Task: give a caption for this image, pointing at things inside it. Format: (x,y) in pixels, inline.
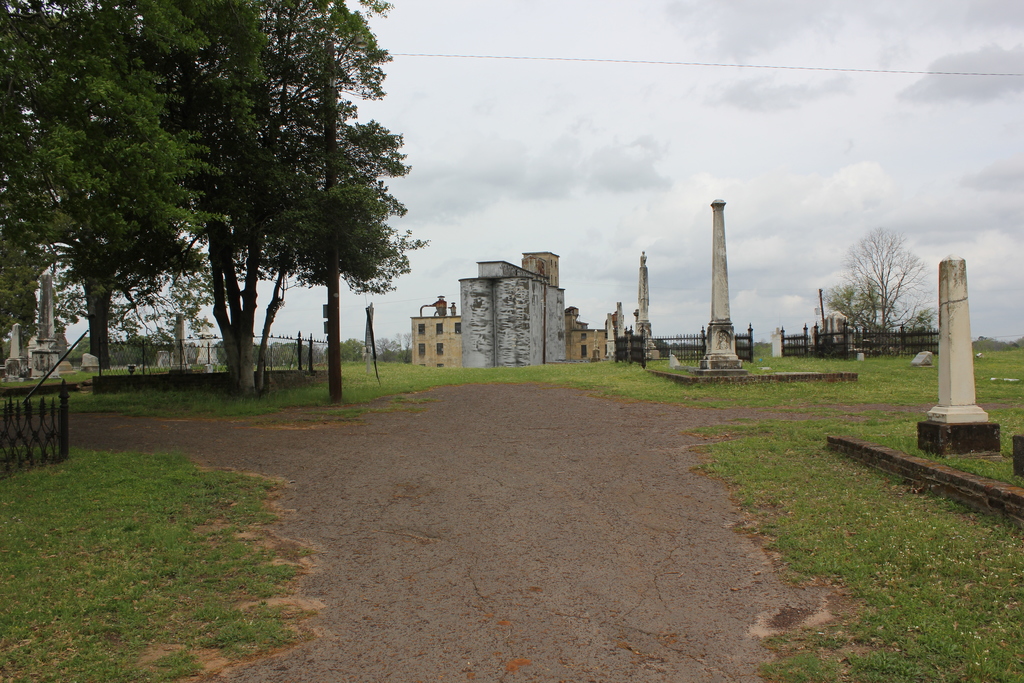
In this image we can see the buildings (558,334). And there are pillars (730,345), fence (848,350), ground (809,364), trees (864,298) and the sky (639,197).
